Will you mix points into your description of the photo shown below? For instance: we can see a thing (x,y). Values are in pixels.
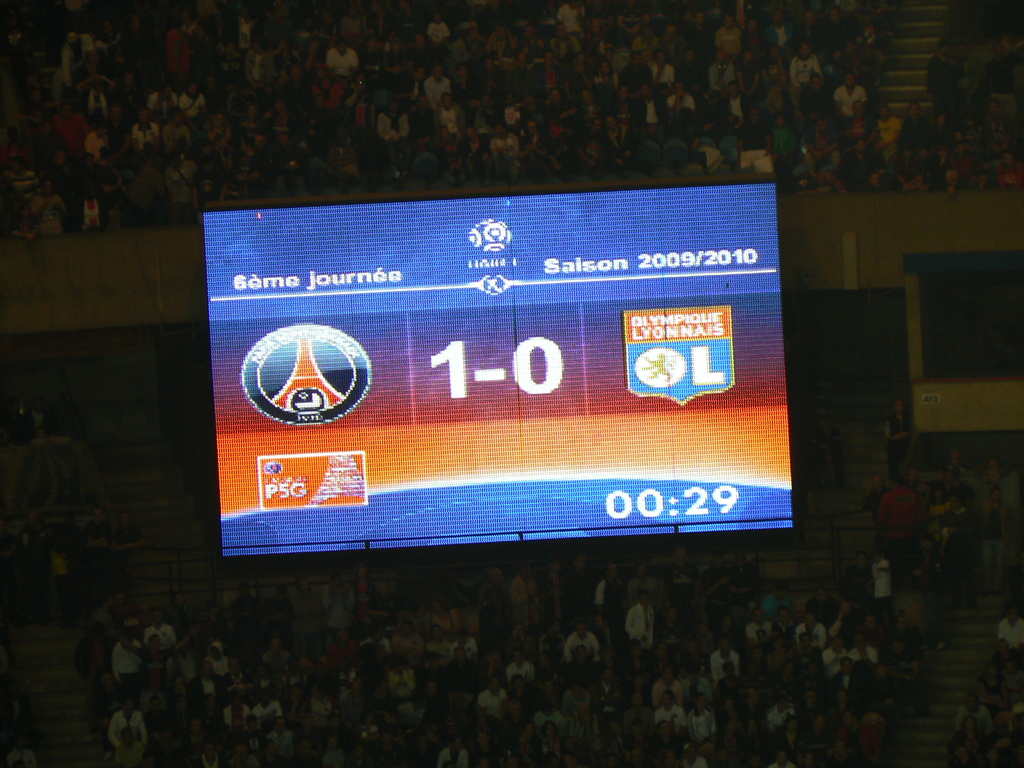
In this image we can see there is a scoreboard (464,386) in the middle (559,397). It seems like this picture is taken in the stadium (497,375) where there are people (358,99) sitting in the stands (359,100) around the score board (466,435). It seems like a screen (423,350) in the middle (603,329).
